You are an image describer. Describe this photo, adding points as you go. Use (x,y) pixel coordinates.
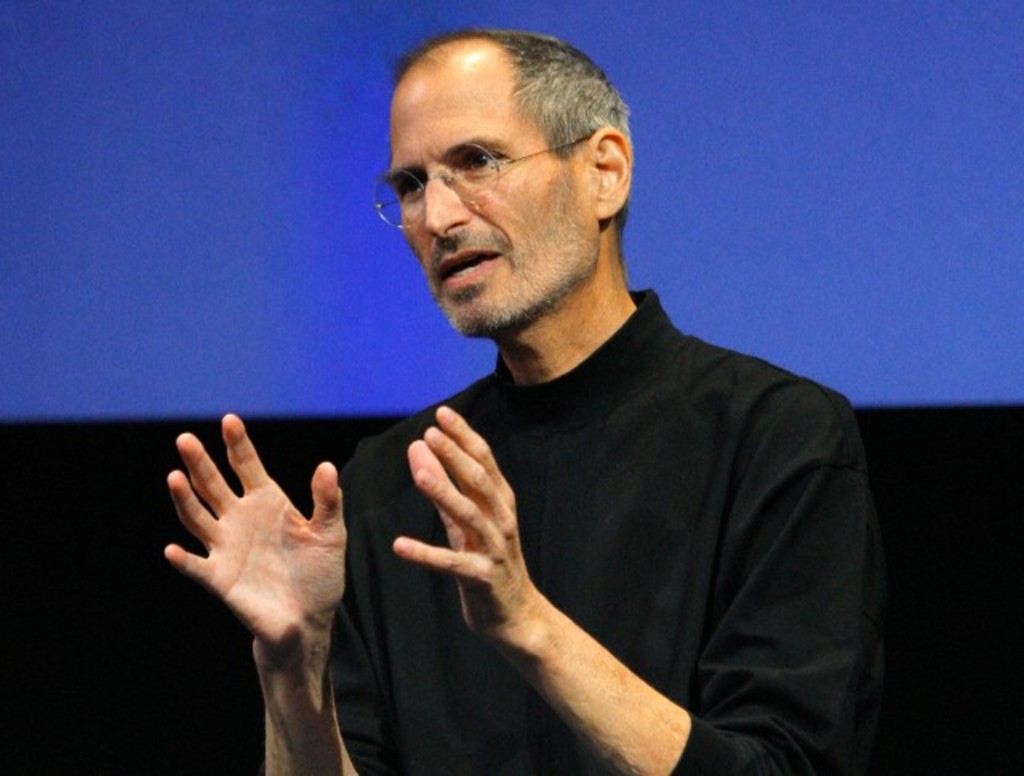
In the center of the image (499,410) there is a person (526,701). In the background (467,9) there is screen (221,174).
